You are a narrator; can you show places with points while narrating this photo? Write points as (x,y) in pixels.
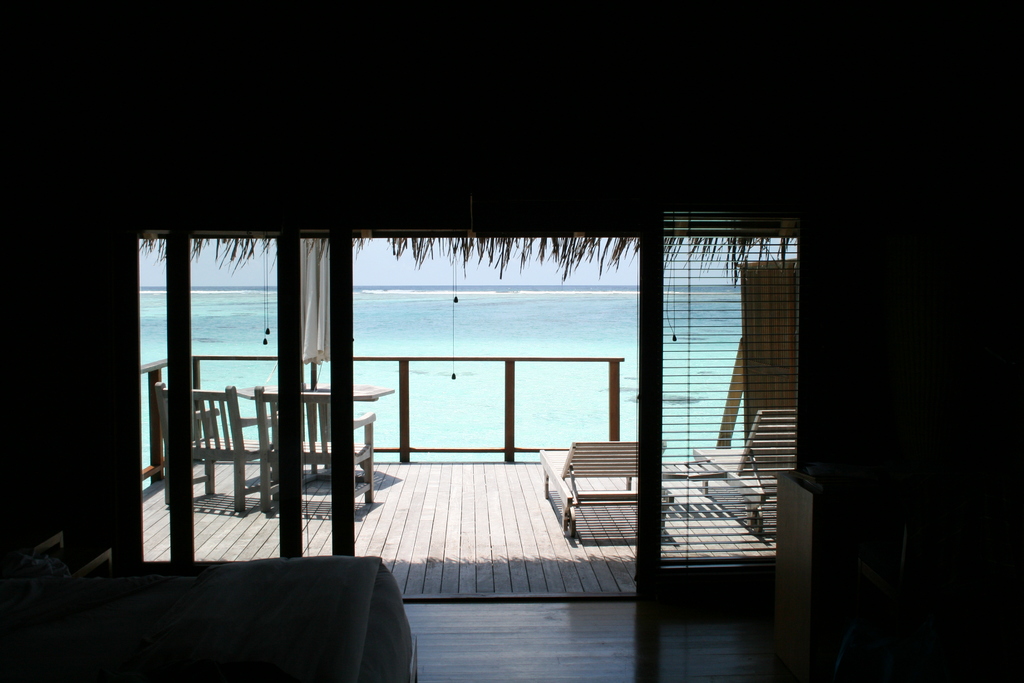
In this image I can see the dark picture in which I can see a bed (254,578), a wooden floor (422,559), few chairs (310,460), a table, the railing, a beach bed (597,459), an umbrella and in the background (469,346) I can see the water (490,309) and the sky (486,277).
